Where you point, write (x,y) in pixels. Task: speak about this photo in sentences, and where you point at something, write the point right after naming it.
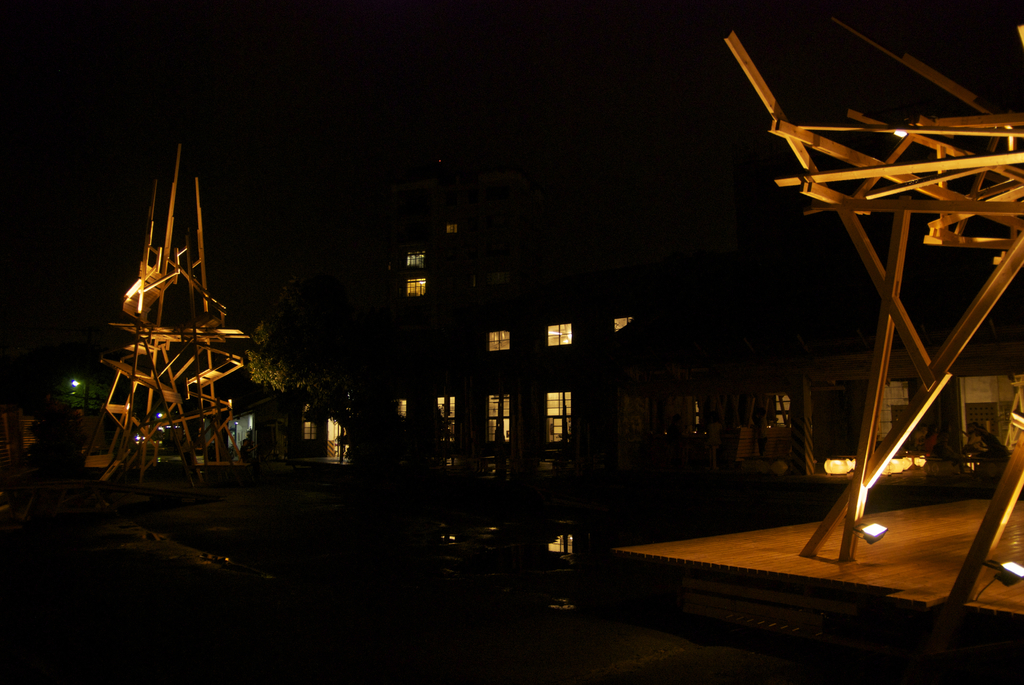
There are some trees (311,306) and buildings (540,321) in the middle of this image (441,294), and there is a wooden structure (206,353) present on the left side of this image (164,365) and right side of this image (889,314) as well. It is dark at the top of this image (402,76).
